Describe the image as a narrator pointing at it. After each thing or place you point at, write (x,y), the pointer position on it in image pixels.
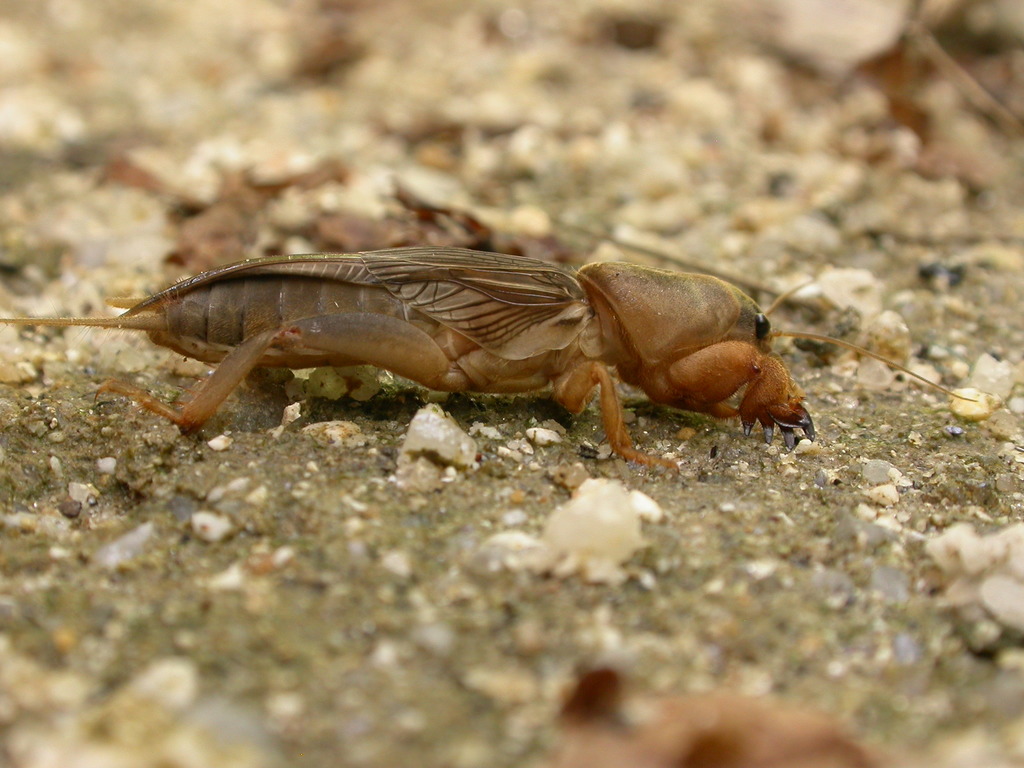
In this image we can see an insect (519,370) on the sand (562,444).
